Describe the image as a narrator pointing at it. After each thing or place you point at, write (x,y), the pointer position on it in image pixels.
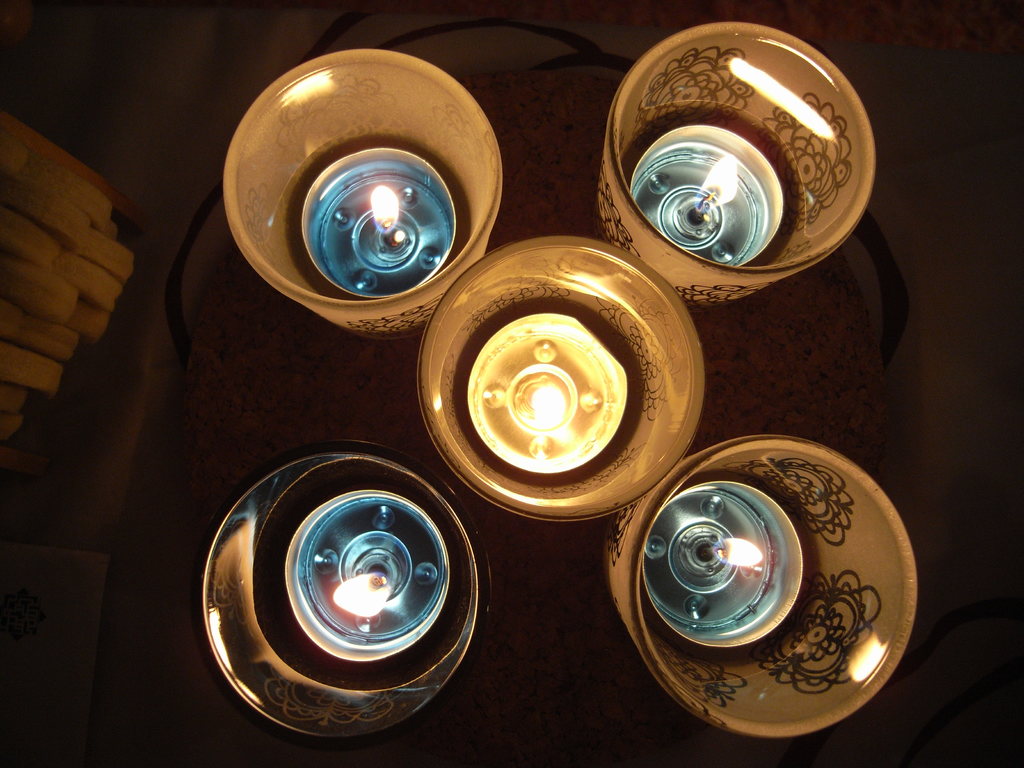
In this picture we can see candles (407,551) in glasses (371,317) on the table (178,448) and we can see few objects (58,154).
